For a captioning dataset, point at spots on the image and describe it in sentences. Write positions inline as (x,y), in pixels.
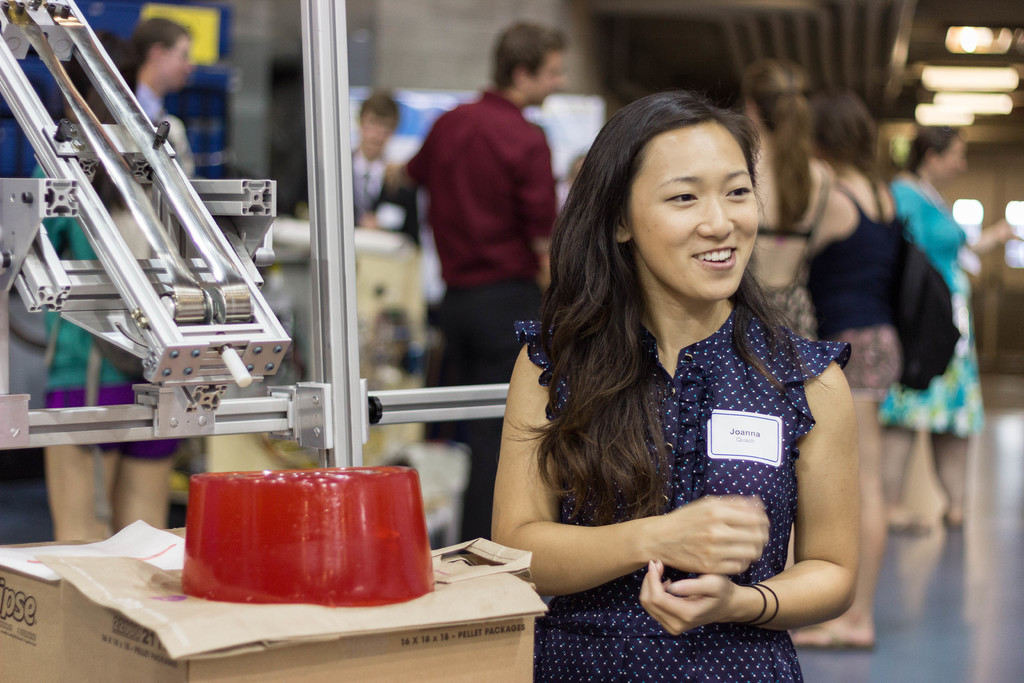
In the image I can see a lady (640,414) standing beside her there machine (76,281) and a red color object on the cardboard box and so many people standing at the back (862,302).
